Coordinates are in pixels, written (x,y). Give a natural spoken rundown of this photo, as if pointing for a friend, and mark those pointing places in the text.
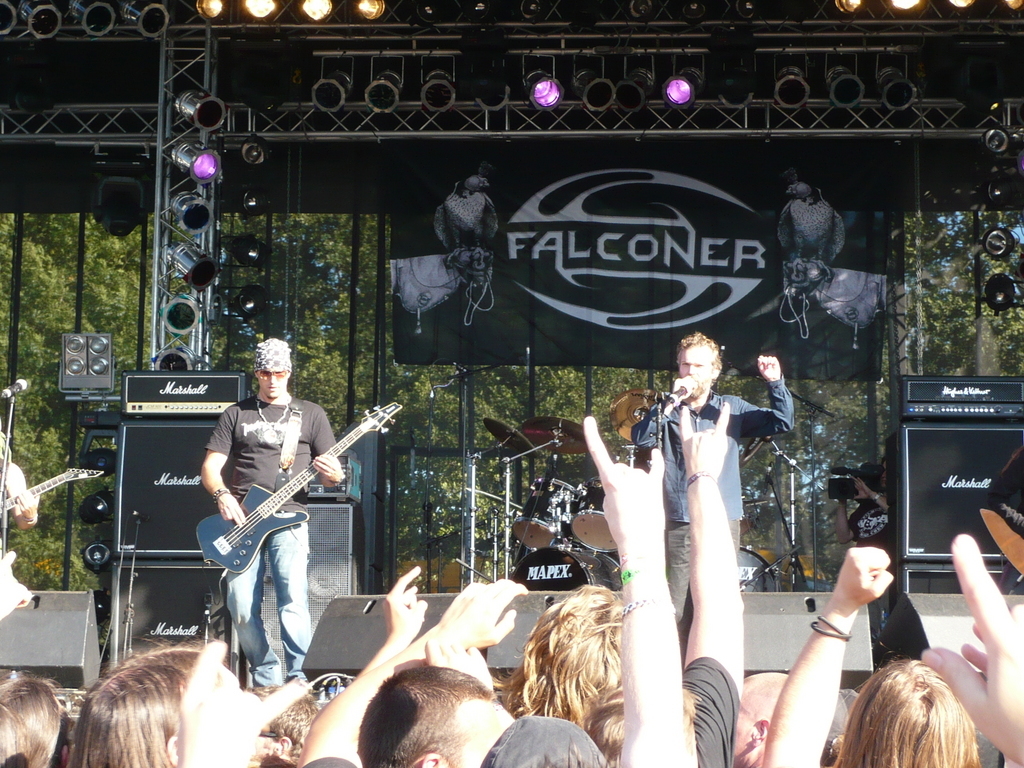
In the middle of the image (665,419) a man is holding microphone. At the top of the image (492,138) there is a roof (884,17) and lighting (318,16). Left side of the image (327,473) a man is playing guitar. Bottom left side of the image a man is playing guitar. In the background (39,360) there are some trees (932,325). In the middle of the image (396,340) there is a banner (800,194). In the middle of the image (574,429) there is drum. Bottom of the image (73,765) there are some peoples (19,729). Right side of the image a man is holding something.
